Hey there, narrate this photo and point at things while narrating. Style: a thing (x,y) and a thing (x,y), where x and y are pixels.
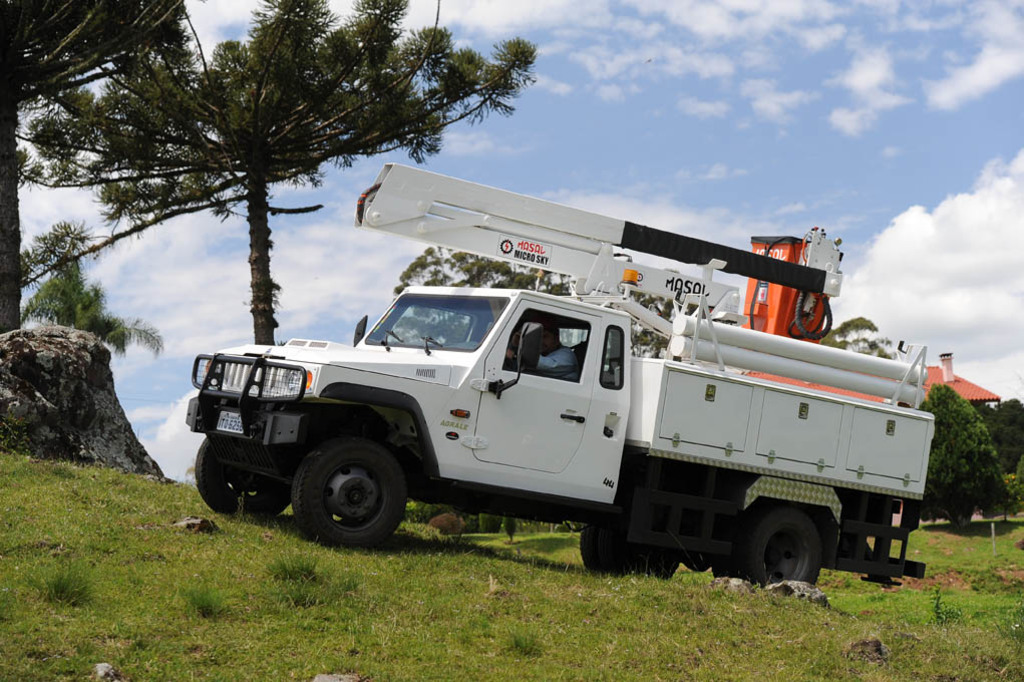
In this image we can see a person (557,355) inside the vehicle (506,402) which is passing on the grass (457,563). We can also see the rock (125,419), house (931,370), trees (959,402) and also the sky (693,61) with the clouds (946,225) in the background (237,270).
